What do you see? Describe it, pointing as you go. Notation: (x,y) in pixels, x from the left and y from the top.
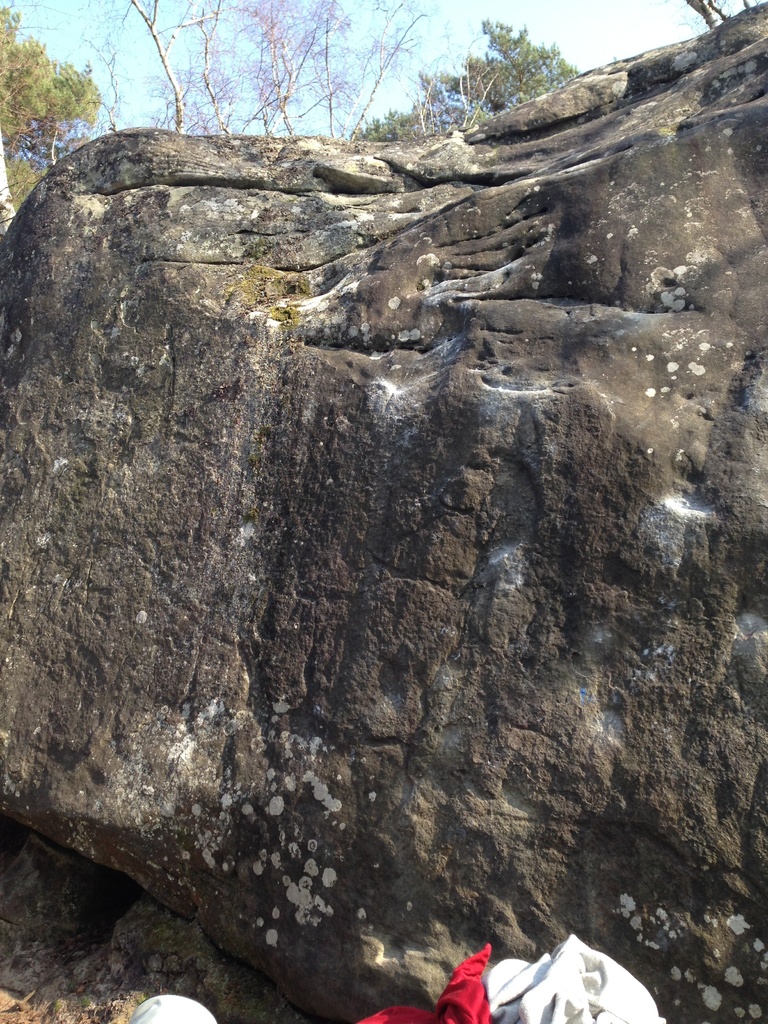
In this image there is a rock (366,524), there are trees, there is sky (641,6), there are clothes (509,985) in front of the rock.
